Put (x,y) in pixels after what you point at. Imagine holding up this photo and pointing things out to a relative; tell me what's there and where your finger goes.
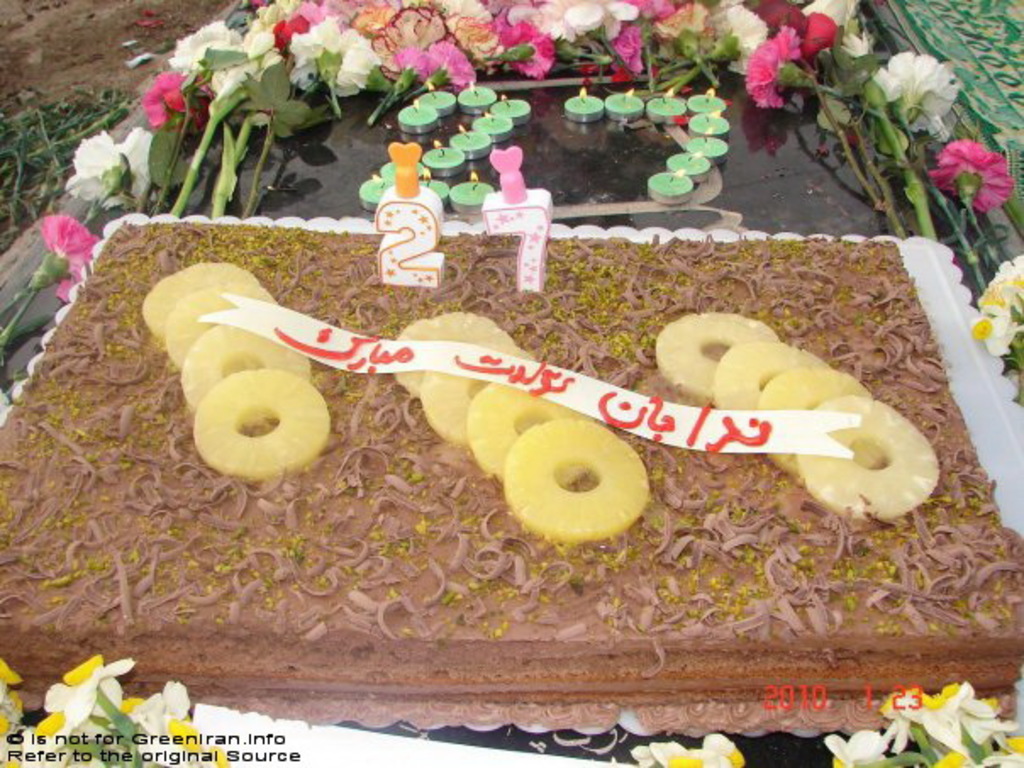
In this image, I can see a cake (489,405), candles (496,202) and flowers (698,63) on an object (214,174). At the bottom of the image (275,735), there are watermarks (43,740). At the top left corner of the image (115,90), I can see the plants (41,135).
